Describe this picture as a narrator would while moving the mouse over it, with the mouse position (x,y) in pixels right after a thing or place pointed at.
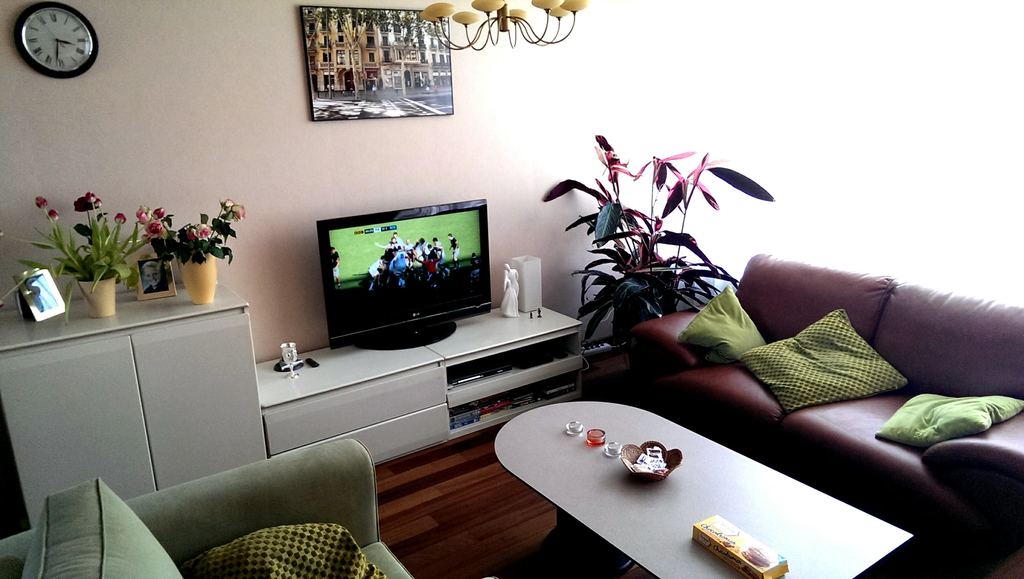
This is a room (494,283). Inside the room (591,359) there is a sofa (917,331). On the sofa (763,313) there are pillows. On the table (735,505) there is a box (736,540), basket (652,473) and some other items (599,432). And there is a wall (180,114). On the wall (166,105) there is a picture (348,52) and a clock (91,52). There is a chandelier (488,20) on the ceiling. There is a cupboard (159,331). On the cupboard (328,356) there are two flower vases (205,264) and flowers (121,247), photo frames (53,292), television (455,292), statue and some other items (291,361). In the corner there is a pot (633,314) with a plant (640,242).
